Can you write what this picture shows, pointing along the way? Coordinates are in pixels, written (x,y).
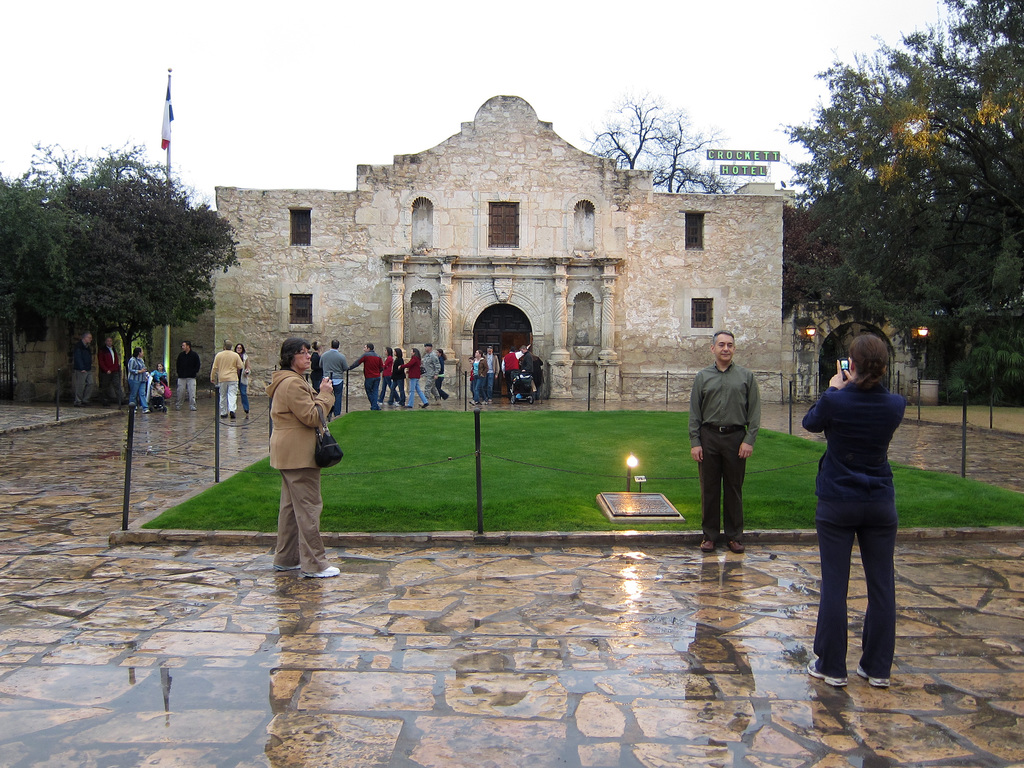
In this picture there are people (333,403) on the surface (214,472) and we can see poles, chains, lights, boards (642,516), flag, trees (141,170) and building (712,252). In the background of the image (618,49) we can see the sky (618,49).
